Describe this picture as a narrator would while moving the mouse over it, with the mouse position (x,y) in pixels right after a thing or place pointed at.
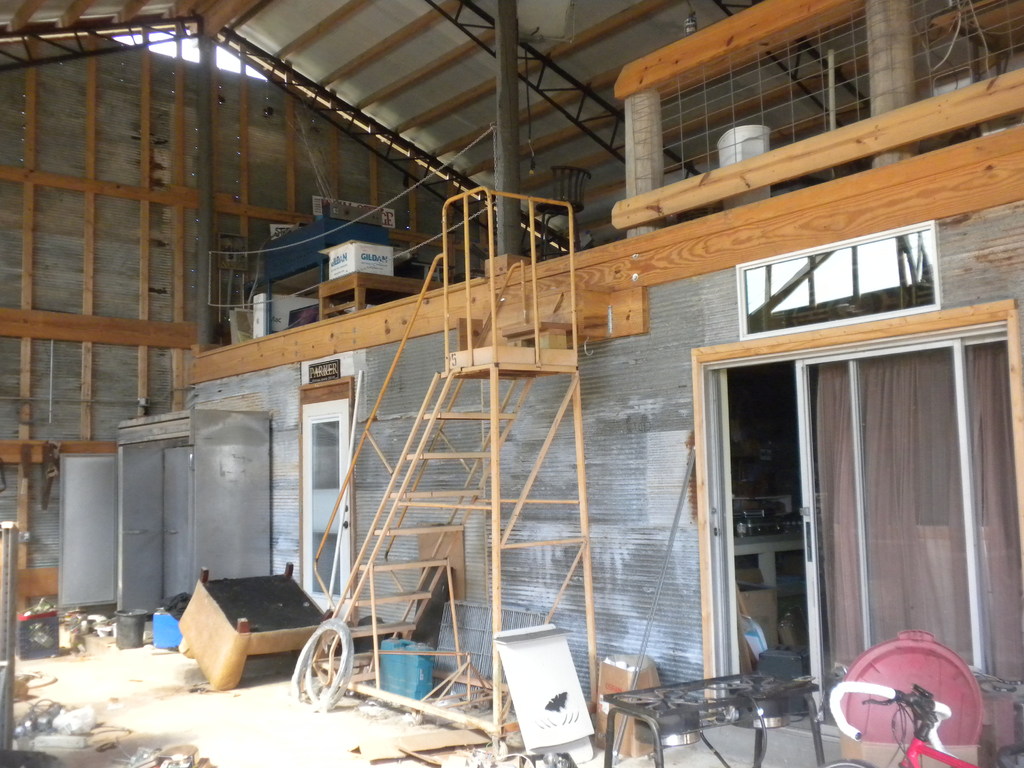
This picture is an inside view of a building (305,340). In this picture we can see the doors (324,447), ladder (420,458), chair (271,610), boards (554,632), stand (807,687), bicycle (909,708), curtain (842,557), wall (639,422), windows (796,299), grilles (651,132), tables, box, poles (500,219) and some waste materials (72,619). At the top of the image (387,52) we can see the roof (404,56). At the bottom of the image (261,701) we can see the floor (281,719).
